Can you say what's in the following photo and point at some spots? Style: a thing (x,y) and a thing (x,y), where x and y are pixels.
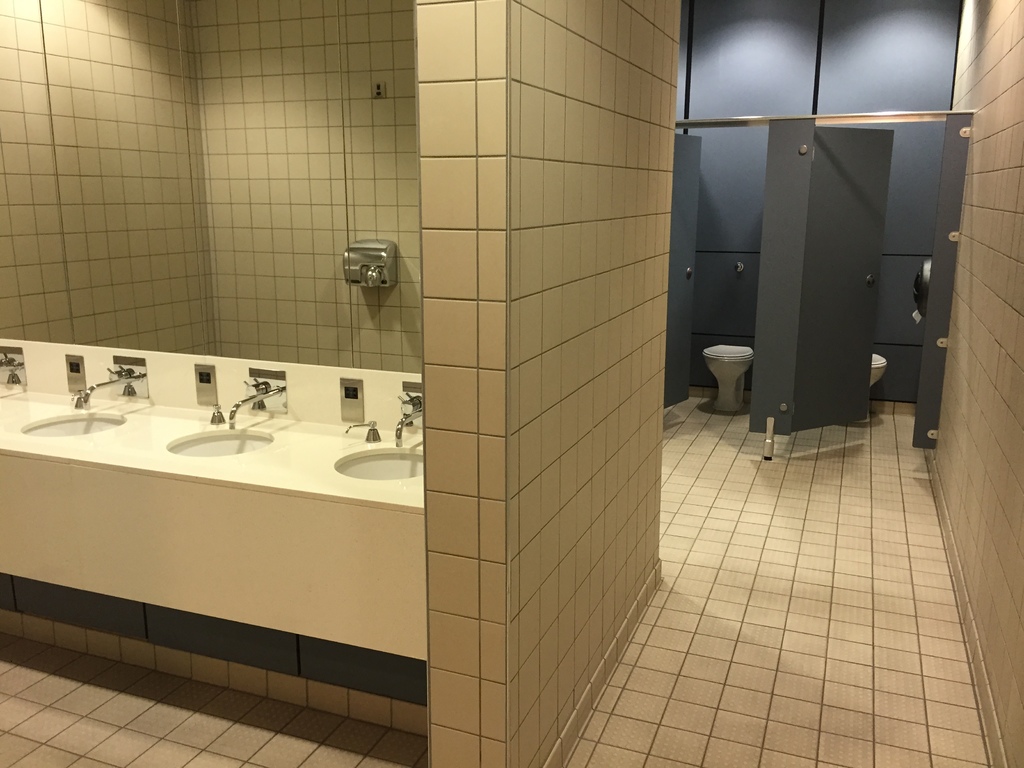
In this picture I can see sinks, taps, toilet seats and there are doors (763,413).
